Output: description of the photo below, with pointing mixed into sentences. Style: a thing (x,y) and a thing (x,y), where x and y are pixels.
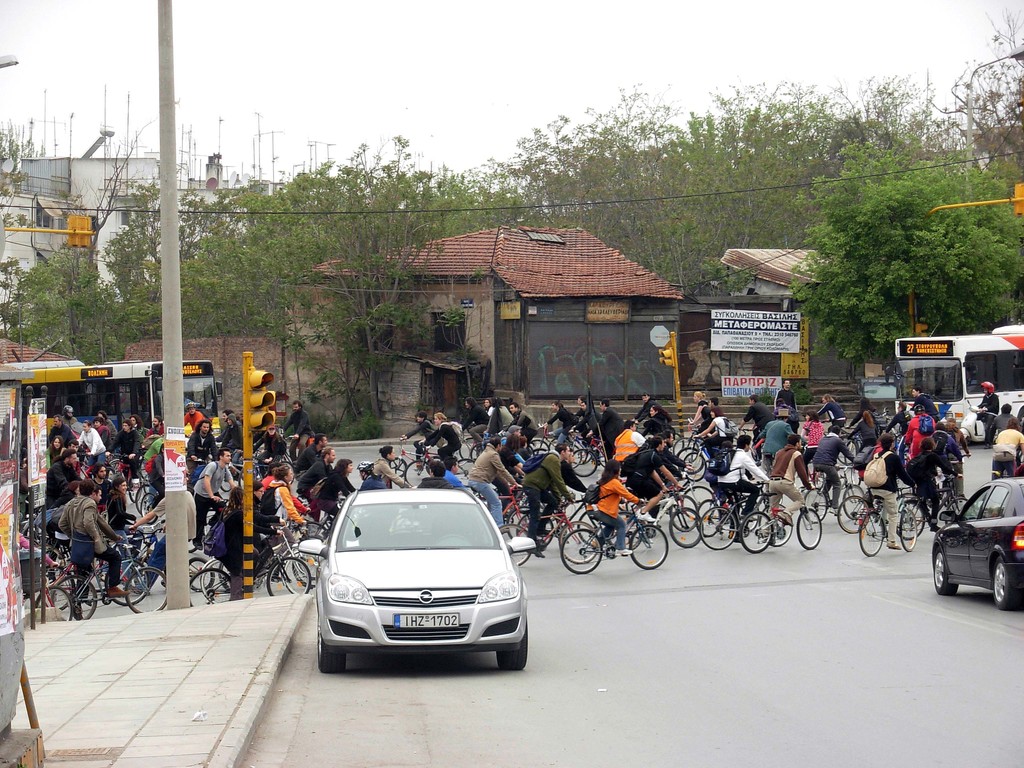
On the left side (198,686), there is a footpath (158,727) near a road (652,721) on which, there are vehicles (416,558). There are persons (916,401) riding bicycles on the road (344,448) and there is a bus (1017,372). In the background (914,248), there are buildings (25,162), trees (570,223) and there is sky (534,64).
